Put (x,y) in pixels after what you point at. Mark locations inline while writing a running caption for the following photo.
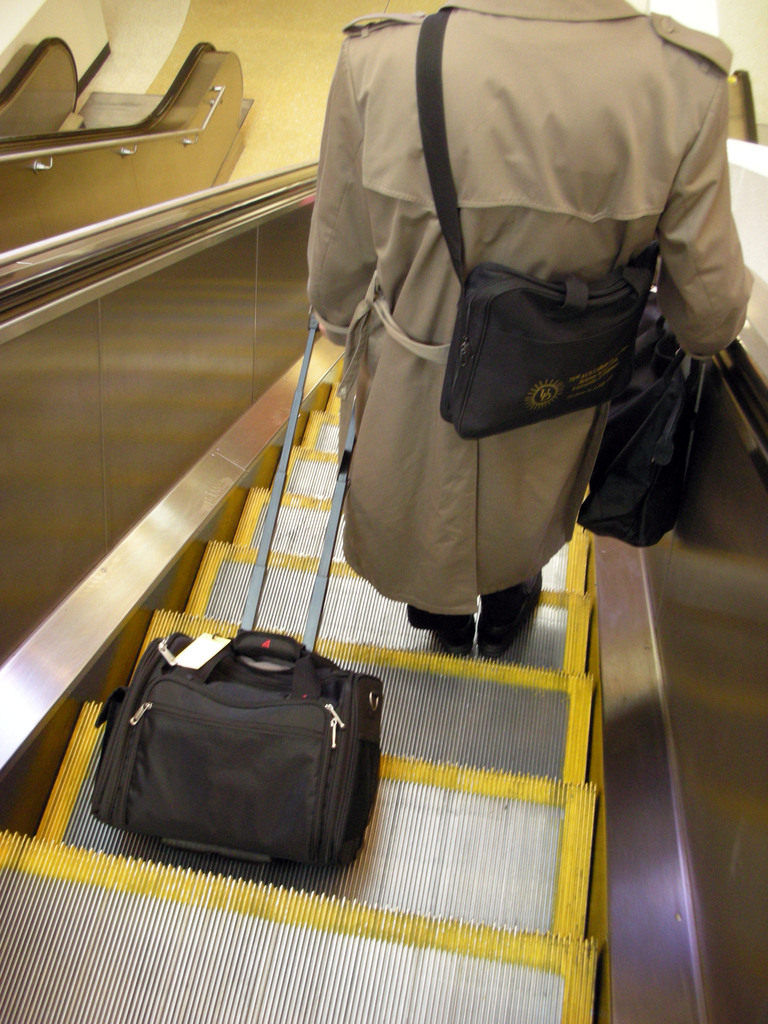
In this picture we can see a person (428,246) wearing a jacket (511,125) and a bag (507,378), holding a luggage bag (229,767) in hand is standing on the escalator (383,684). This is a floor (264,96).
